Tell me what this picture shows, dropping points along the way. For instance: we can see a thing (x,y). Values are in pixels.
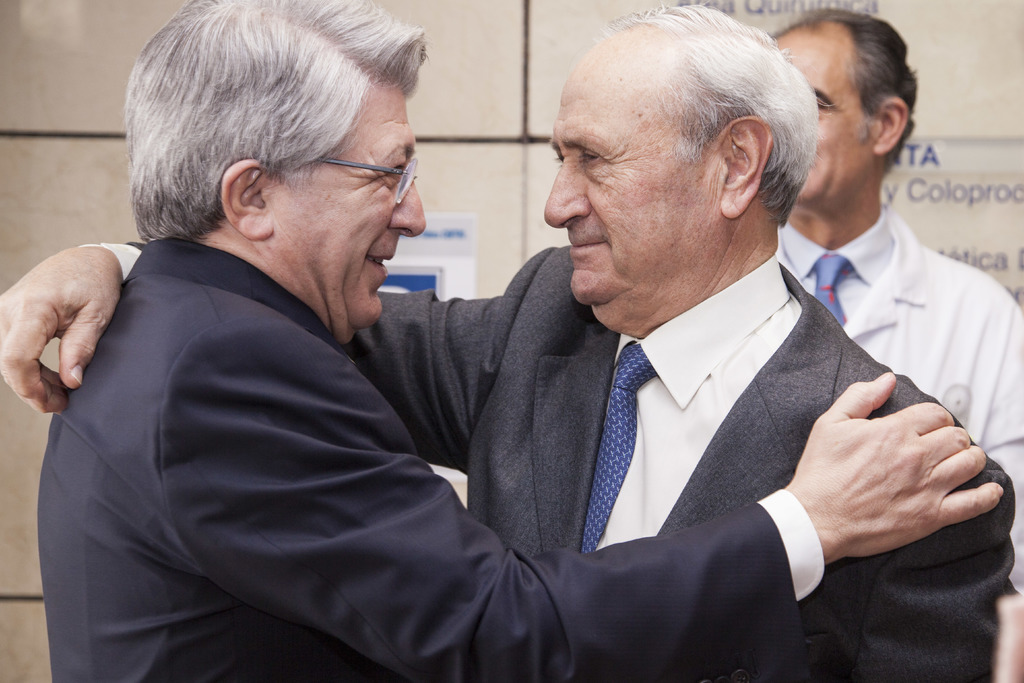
Here we can see two men (319,337) are standing. In the background (846,123) there is a man (879,137) on the right side (833,129) and boards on the wall (511,28).
